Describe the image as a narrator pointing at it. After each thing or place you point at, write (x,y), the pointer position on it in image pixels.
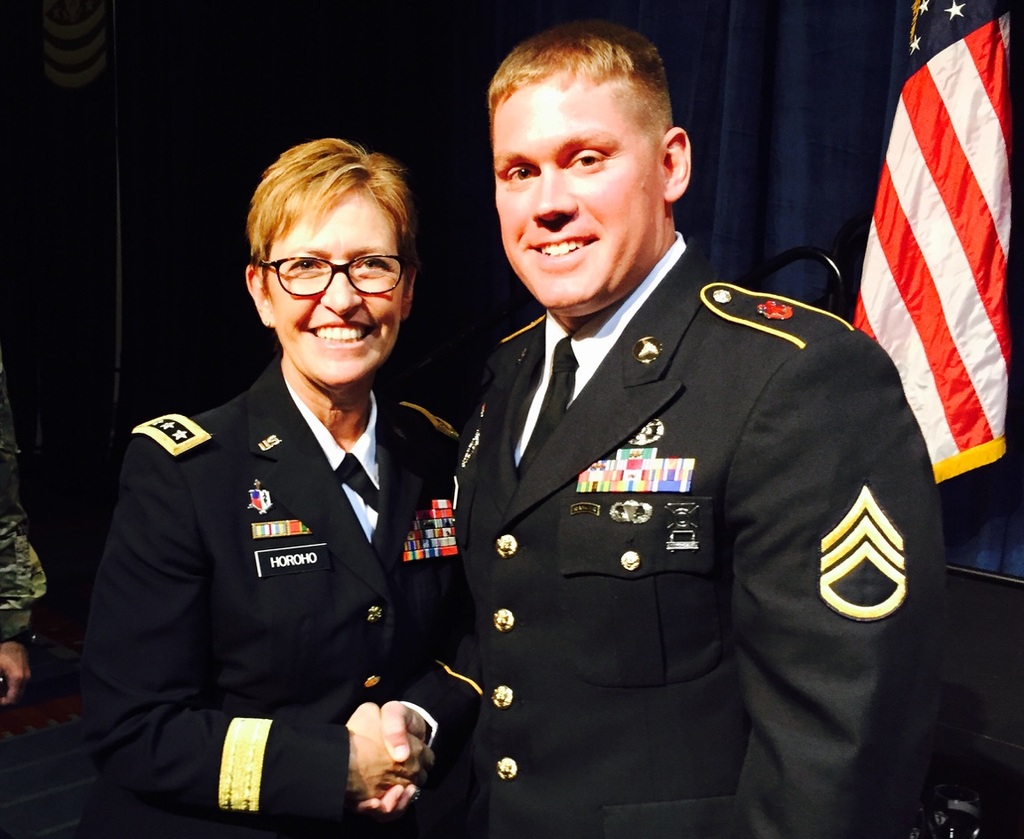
In the picture we can see a man (630,693) and a woman (138,527) standing together, smiling and shaking hands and they are in uniforms (257,762), ties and shirts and behind them we can see blue color curtain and beside it we can see a flag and on the other side we can see a hand (19,651) of a person (25,664).
